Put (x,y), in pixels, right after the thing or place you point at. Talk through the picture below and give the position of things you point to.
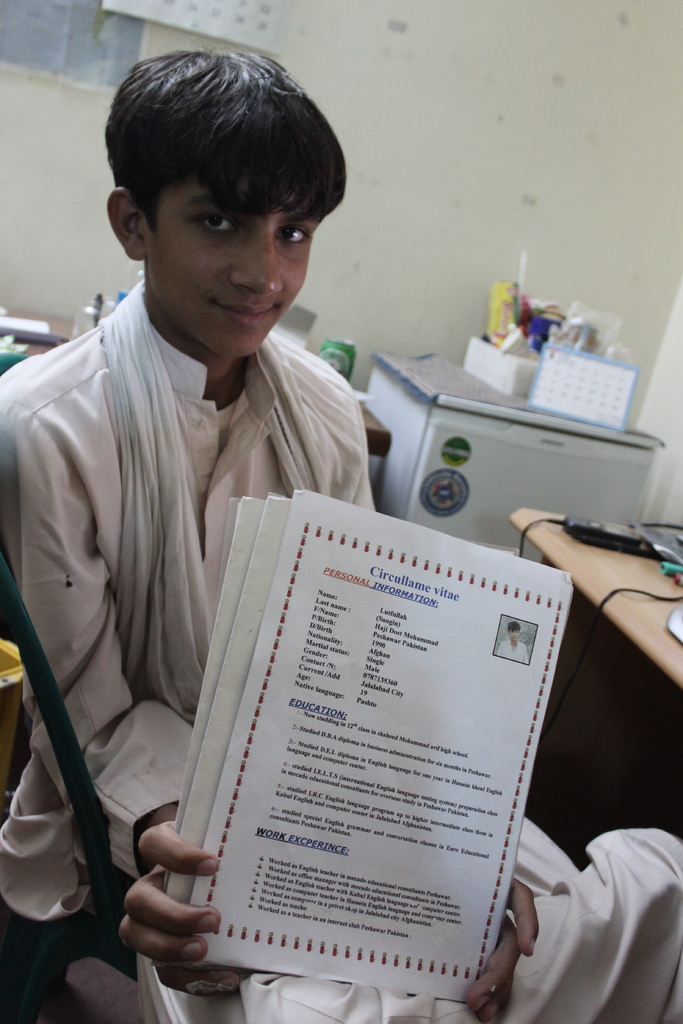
In the foreground (308,375) I can see a boy (152,753) is sitting on a chair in front of a table (552,803) and is holding certificates (412,803) in hand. In the background (661,453) I can see a wall (667,436), tables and some objects (502,382) on it. This image is taken may be in a hall (467,694).
